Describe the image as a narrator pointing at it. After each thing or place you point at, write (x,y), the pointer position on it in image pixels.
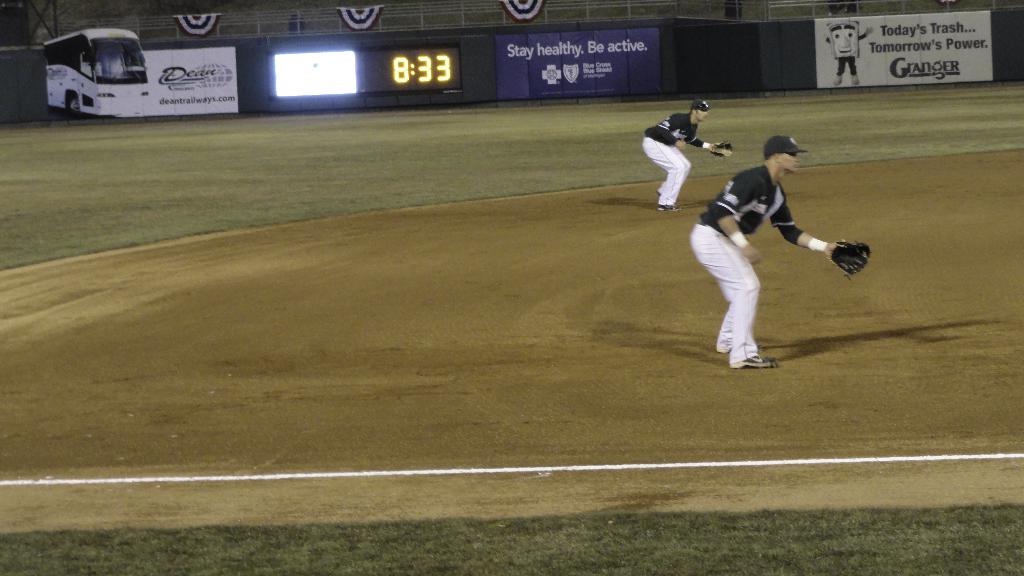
In this image, we can see two persons (727,198) wearing caps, there is a play ground (605,331), in the background (958,59) there are some posters (614,71) and there is a digital watch (381,80) showing time.
